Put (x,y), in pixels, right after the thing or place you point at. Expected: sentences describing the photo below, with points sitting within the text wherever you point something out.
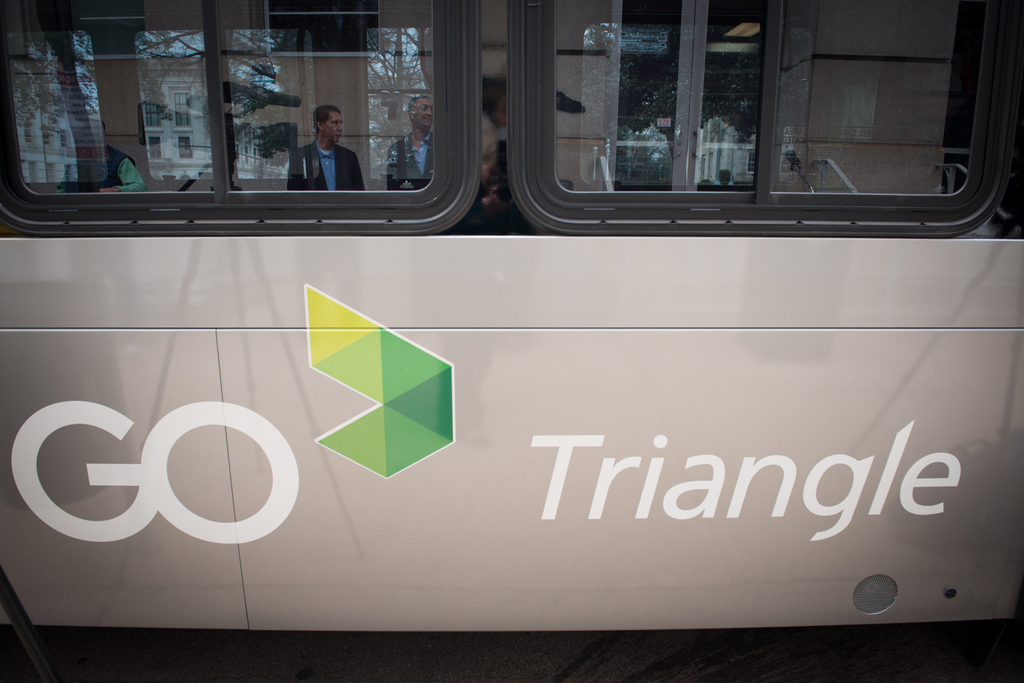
In this image we can see a vehicle (600,536) on which we can see some text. Here we can see the glass windows (370,51) through which we can see the reflection (345,176) of a person (335,123) standing here and a buildings (151,152) and trees (383,57).
